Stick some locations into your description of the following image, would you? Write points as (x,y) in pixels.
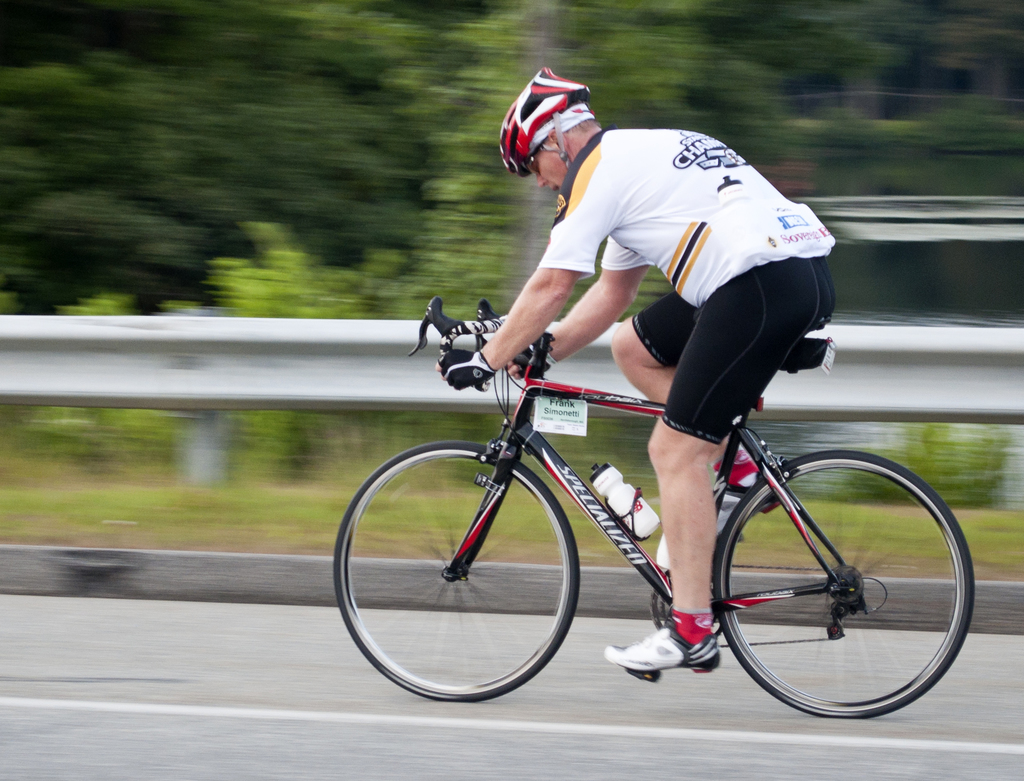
In this picture we can see a man (581,123) wore a helmet (560,95), shoes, gloves (460,380) and riding a bicycle (543,385) on the road (17,601) and in the background (378,145) we can see trees (378,145) and it is blurry.
